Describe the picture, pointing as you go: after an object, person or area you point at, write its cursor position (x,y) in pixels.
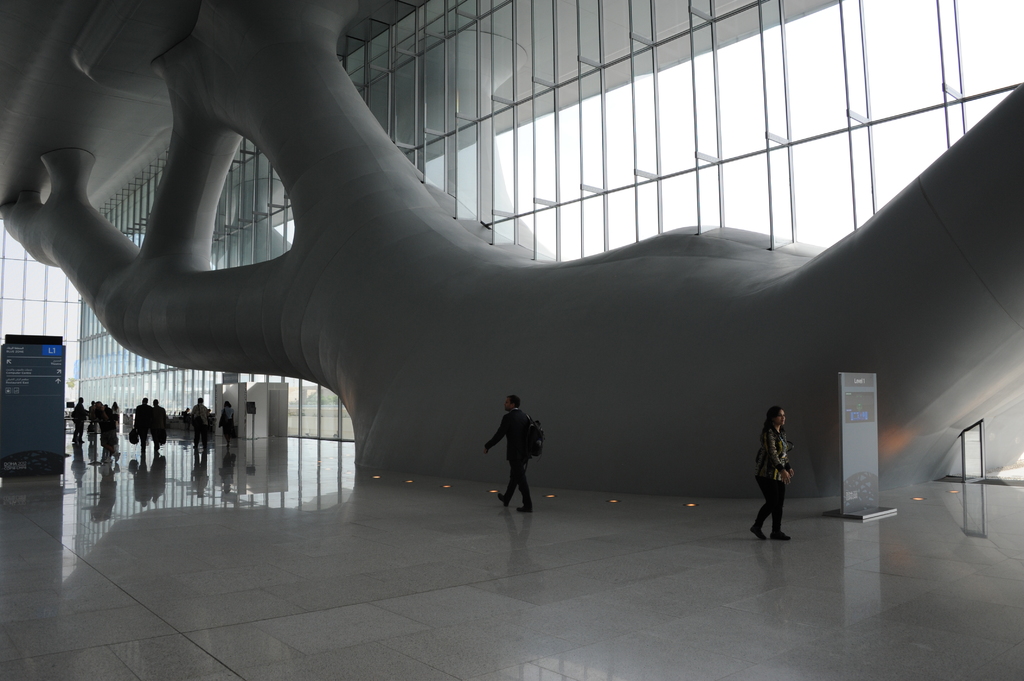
In the picture we can see a inside the building (49,335), the building wall (11,314) is with glass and inside it we can see a man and a woman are walking and far away from them we can see some people (113,429) are walking here and there.
